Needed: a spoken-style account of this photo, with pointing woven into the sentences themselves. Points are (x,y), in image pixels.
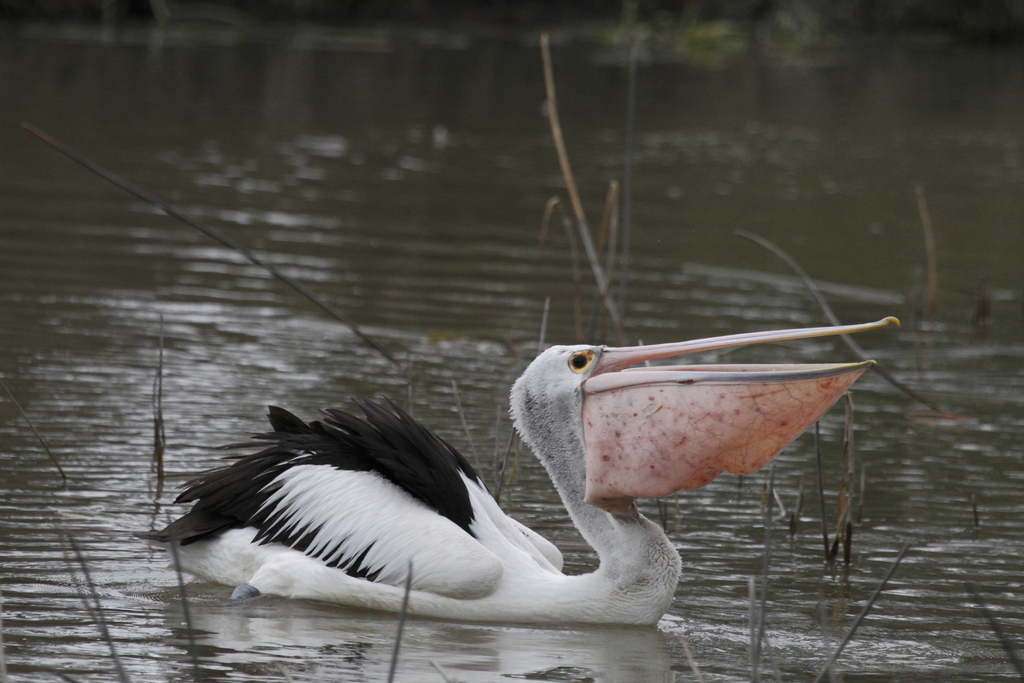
In the center of the image (417,437) we can see a bird (569,575) on the water (683,674).
